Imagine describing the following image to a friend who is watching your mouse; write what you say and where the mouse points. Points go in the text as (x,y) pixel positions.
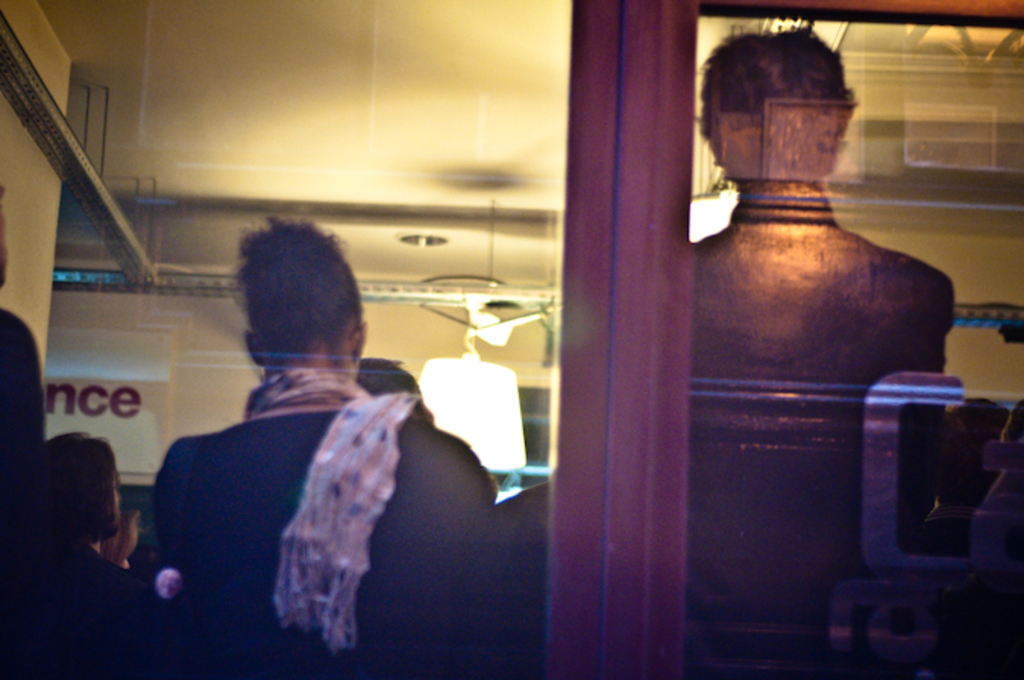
In this image, we can see a glass wall (885,164). There are people (372,433) in the bottom left of the image (173,517). There is a light (467,431) in the middle of the image (446,392). There is a ceiling (415,35) at the top of the image (286,47).
